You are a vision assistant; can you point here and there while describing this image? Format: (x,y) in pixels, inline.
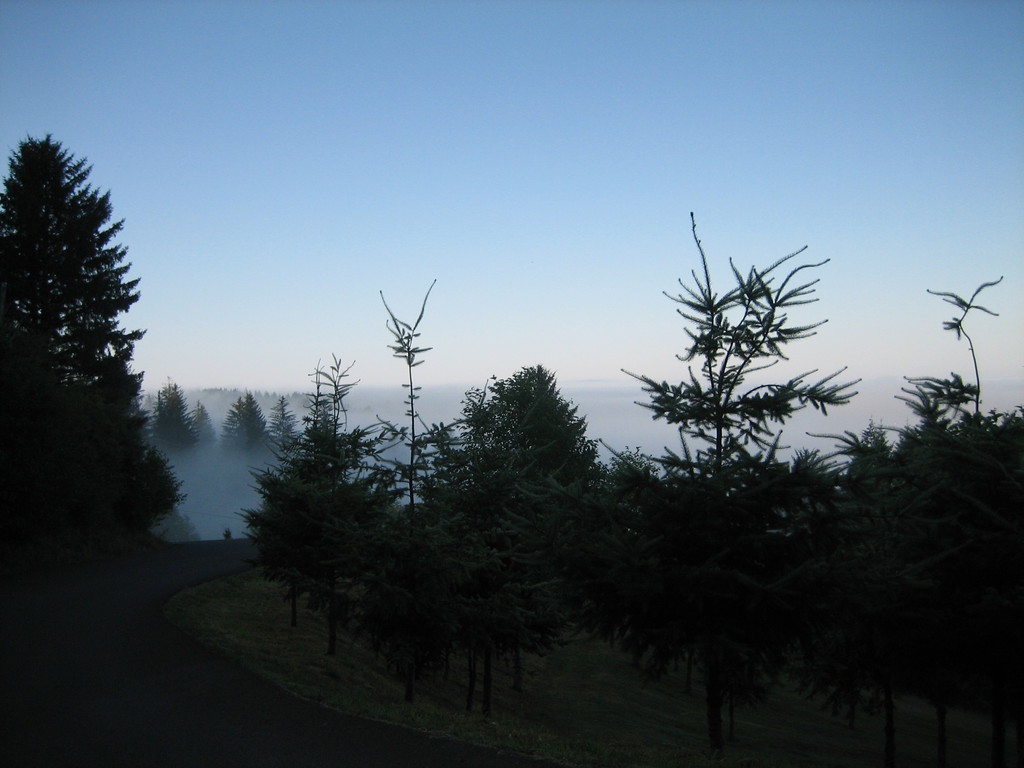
In the foreground of the picture (474,440) there are trees (742,565), grass (303,662) and road (195,646). In the background (262,428) there is fog (398,401) and there are trees (160,413). At the top (492,139) it is sky (492,139).
